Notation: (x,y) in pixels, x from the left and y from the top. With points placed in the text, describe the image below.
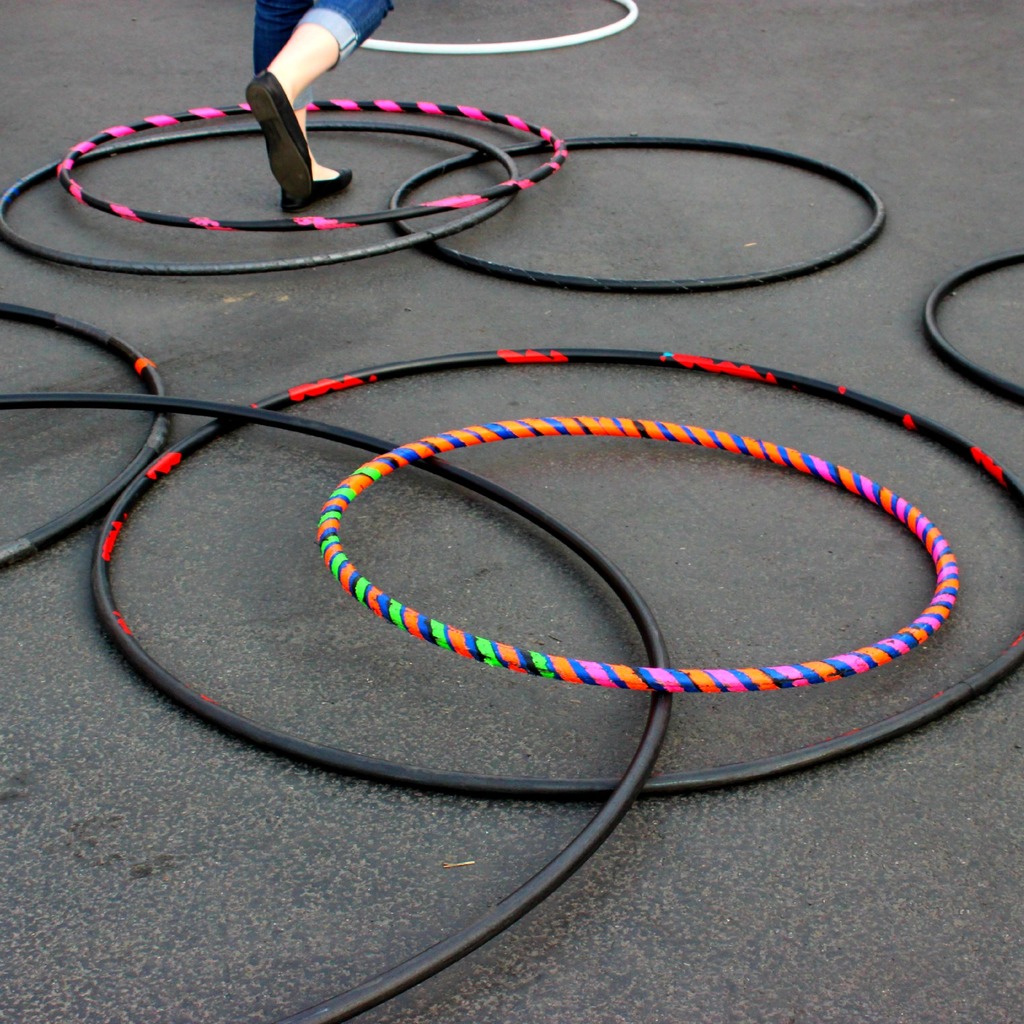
In this picture I can see hula hoops (126,129) on the road (571,66), and there are legs (277,114) of a person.
